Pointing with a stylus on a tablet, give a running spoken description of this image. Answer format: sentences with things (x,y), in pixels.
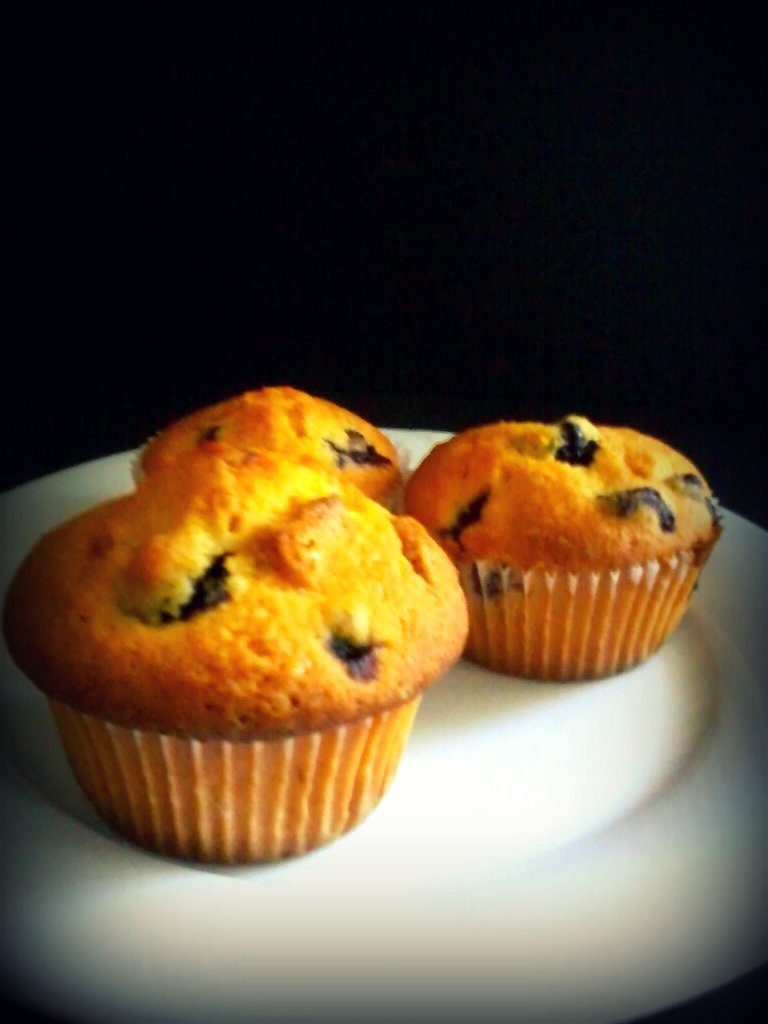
In this picture we can see three cupcakes (303,648), placed in the white plate (114,949). Behind there is a black background (269,213).
